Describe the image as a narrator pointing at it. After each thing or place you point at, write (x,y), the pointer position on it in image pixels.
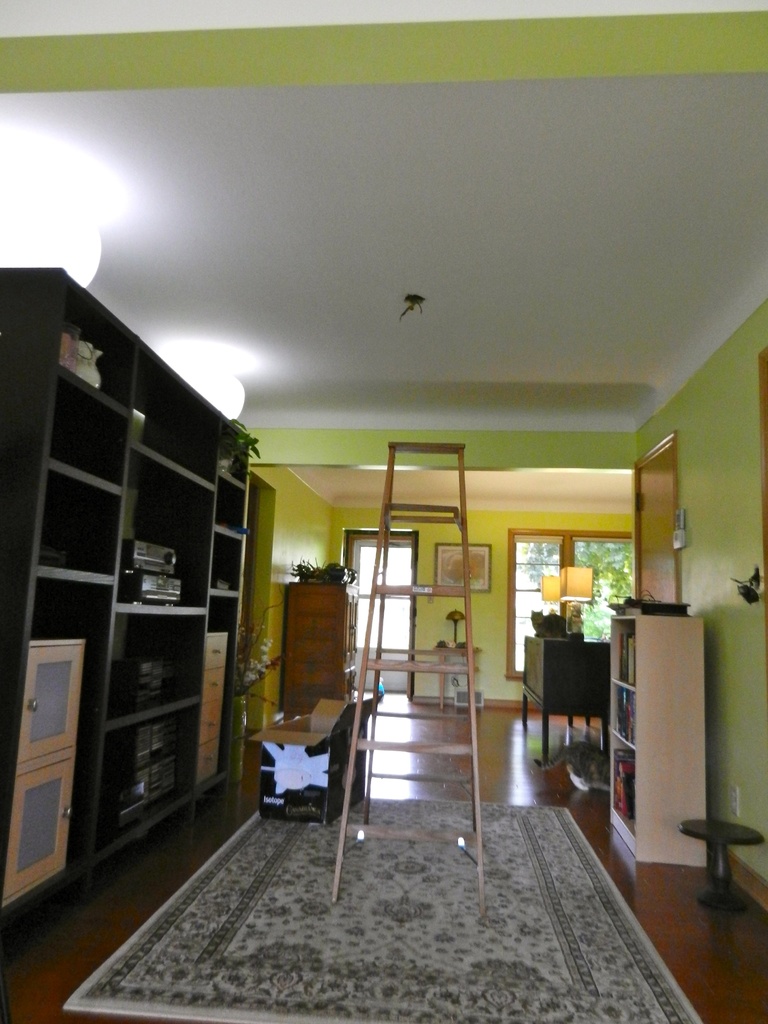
On the left side (63,257) there are lights (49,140). In the middle (463,668) it is a ladder (439,713), at the back side (406,628) there is the door (398,612) in this image.
